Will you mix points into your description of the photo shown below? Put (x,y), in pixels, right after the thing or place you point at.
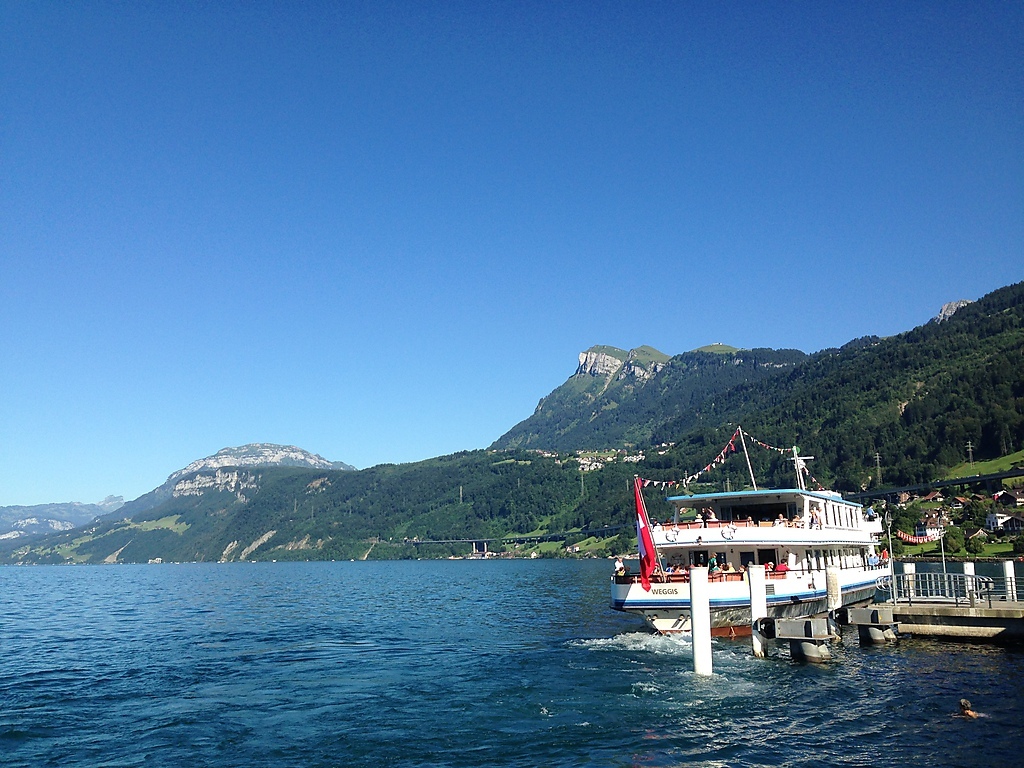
In this picture I can observe a ship (769,534) floating on the water (594,633) on the right side (780,561). I can observe a river (159,630) in this picture. In the background (304,491) there are hills (424,470) and sky (270,219).
